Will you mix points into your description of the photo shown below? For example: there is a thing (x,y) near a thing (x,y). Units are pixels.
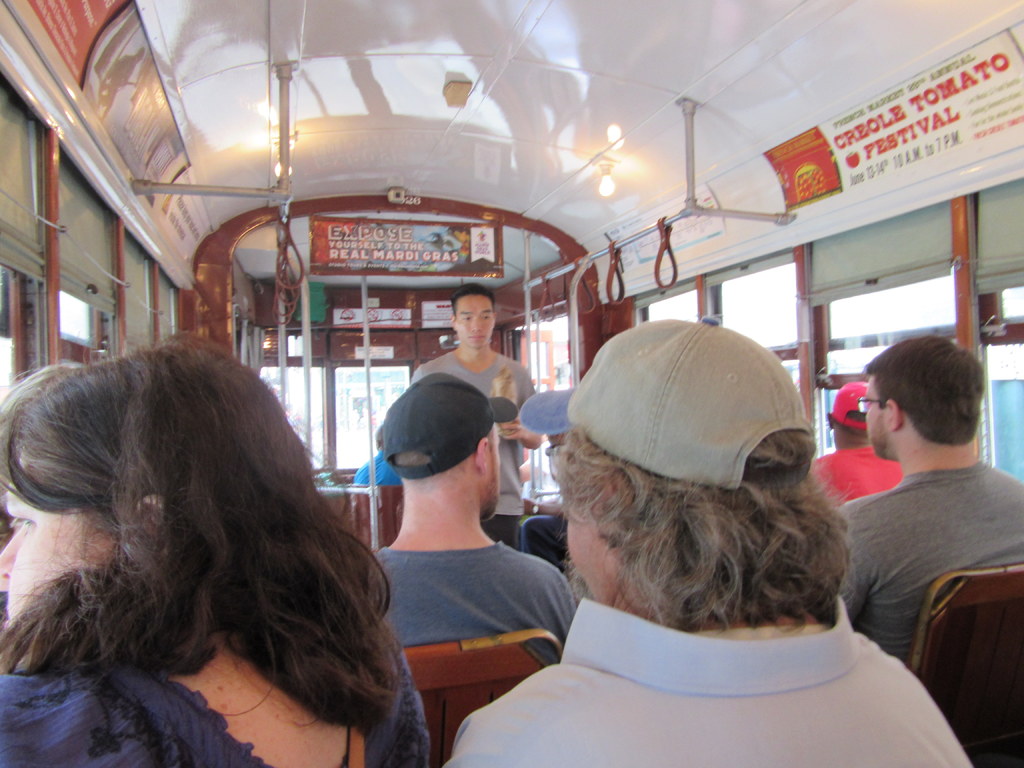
In this image we can see these people (687,402) are sitting on the seats (386,521) and this person (483,348) is standing and they are all inside the vehicle (987,34).
